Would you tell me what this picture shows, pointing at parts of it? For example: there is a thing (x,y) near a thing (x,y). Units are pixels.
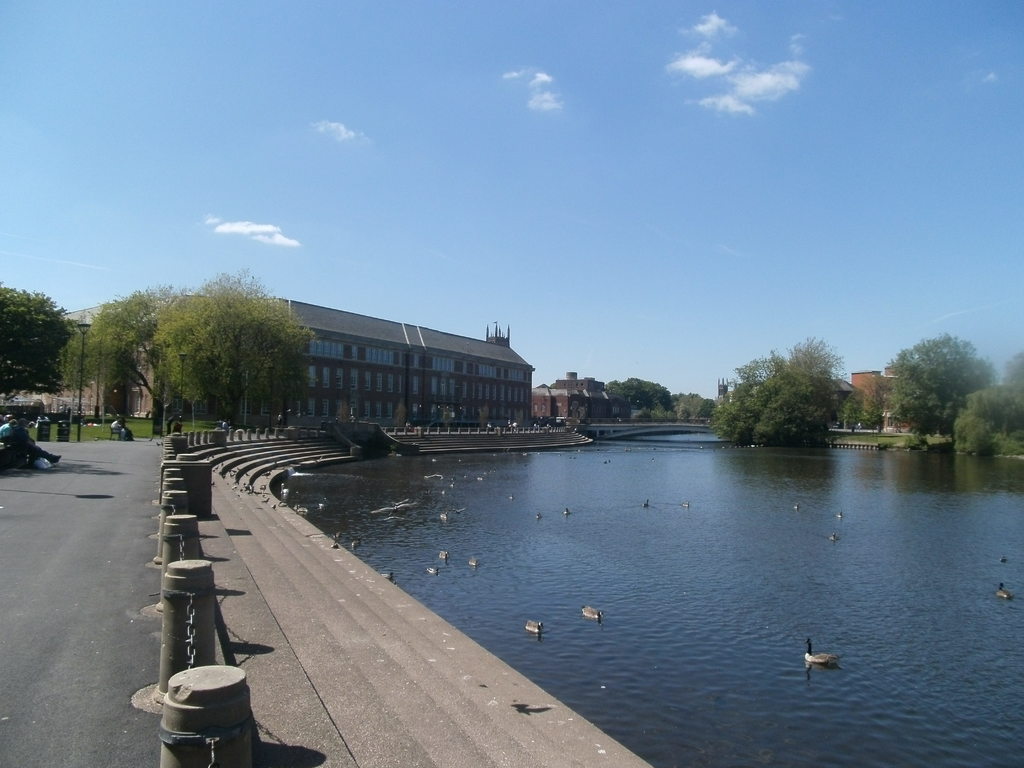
Sky (364,133) is in blue color. Here we can see water (717,728) and birds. Background (434,355) there are buildings (456,358) with windows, trees (232,393) and people (1,434).
